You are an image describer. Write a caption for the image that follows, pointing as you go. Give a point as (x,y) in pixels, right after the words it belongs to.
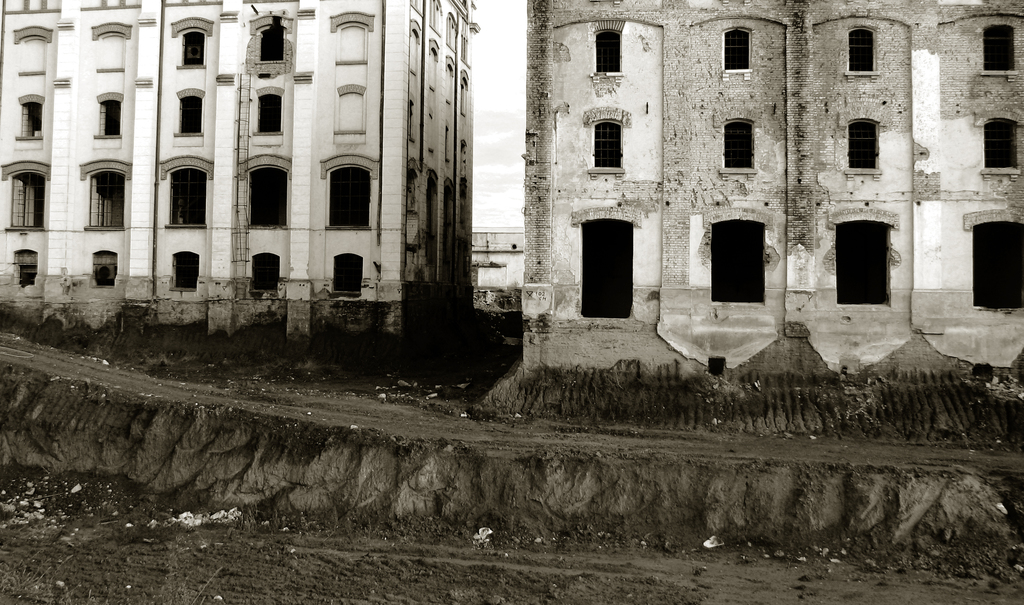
In this picture we can see few buildings (394,82) and some arches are visible on these buildings (142,151).
